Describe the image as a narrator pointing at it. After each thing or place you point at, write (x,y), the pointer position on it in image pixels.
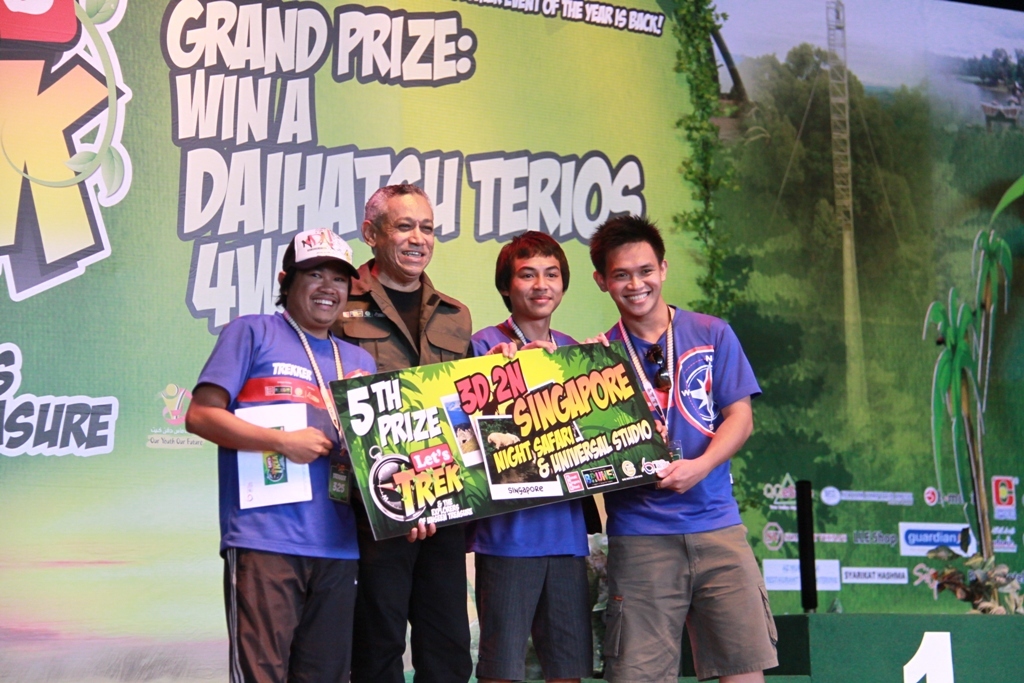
In this picture, we see four men (362,291) are standing. All of them are smiling and they are holding the board (377,431) or a certificate (489,393) with some text (484,394) written on it. Behind them, we see a board (318,119) or a banner (312,162) in green color with some text (357,185) written on it. On the right side (945,187), we see the trees (835,249) and a tower (854,211).
